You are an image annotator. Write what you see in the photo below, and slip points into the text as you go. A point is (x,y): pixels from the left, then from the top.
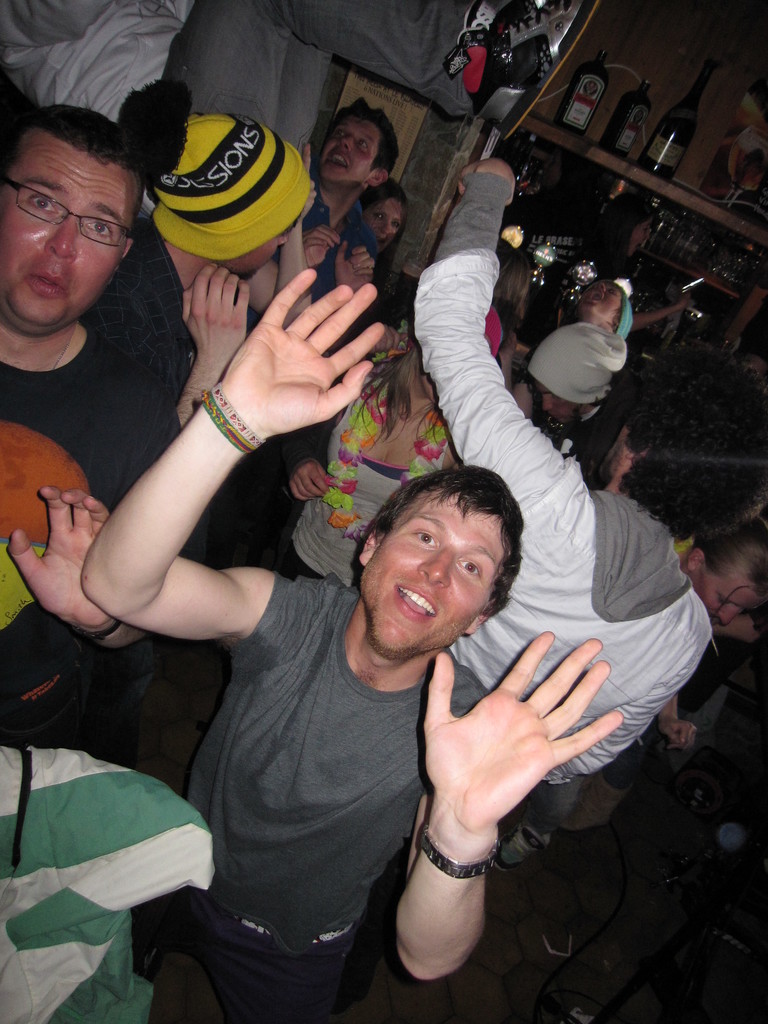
In this image we can see group of persons (235,582) standing on the floor (599,844). One person (296,190) is wearing a yellow cap (201,236). In the background (585,97), we can see group of bottles (586,67) placed on the rack (606,159).
